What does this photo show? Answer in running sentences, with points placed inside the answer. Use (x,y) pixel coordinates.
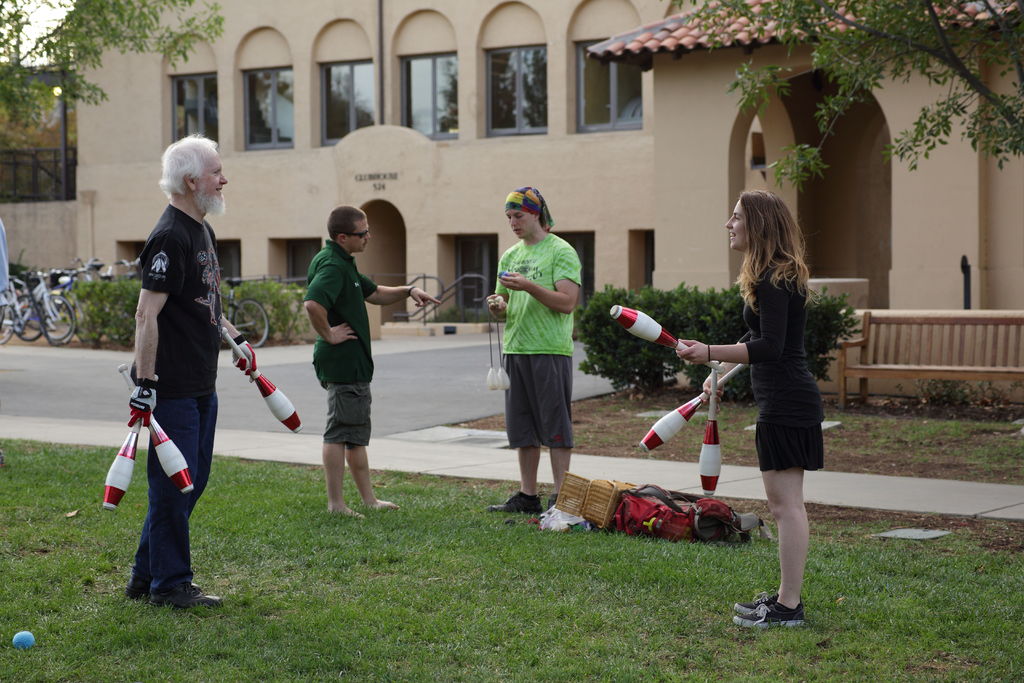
In this image there are four people (354,303) standing on the grass (120,656), in which there are two persons (194,470) holding juggling pins (653,440), there are bags (724,511), plants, buildings (363,183), trees (201,33), bicycles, sky (41,27).
